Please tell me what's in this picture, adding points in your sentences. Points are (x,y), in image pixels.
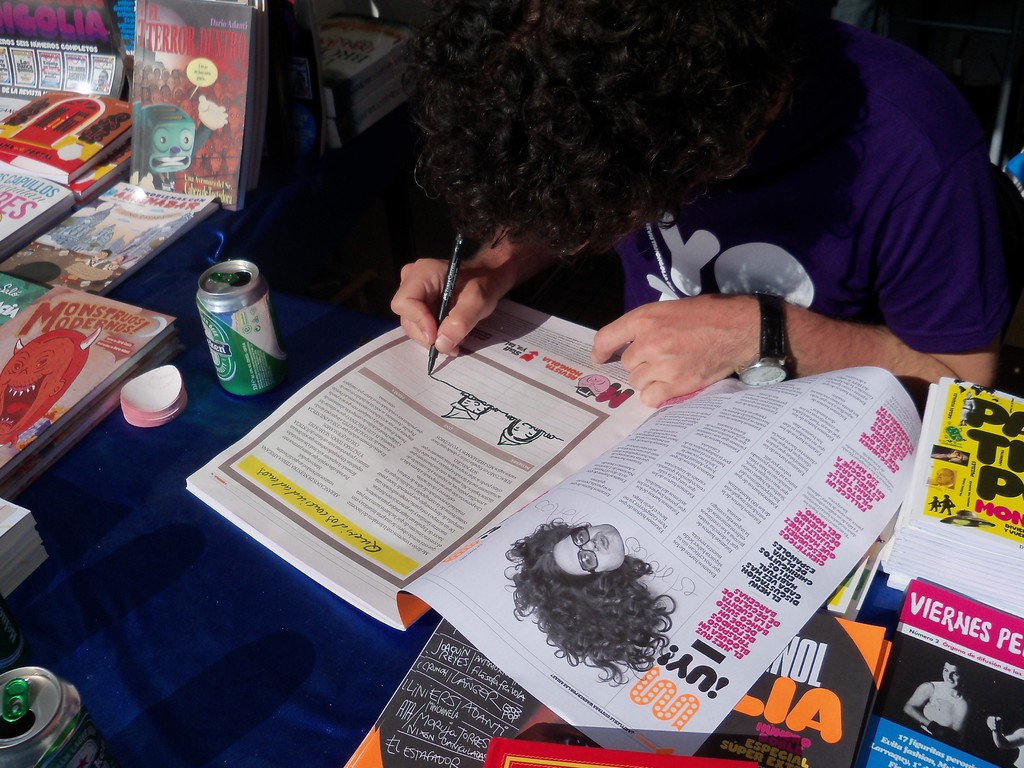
In this image we can see books (105,313), tin (236,340) and other objects (176,400) on the table (183,446), there is a person (742,286) sitting and holding a pen (445,306) and drawing on a book (493,425).
